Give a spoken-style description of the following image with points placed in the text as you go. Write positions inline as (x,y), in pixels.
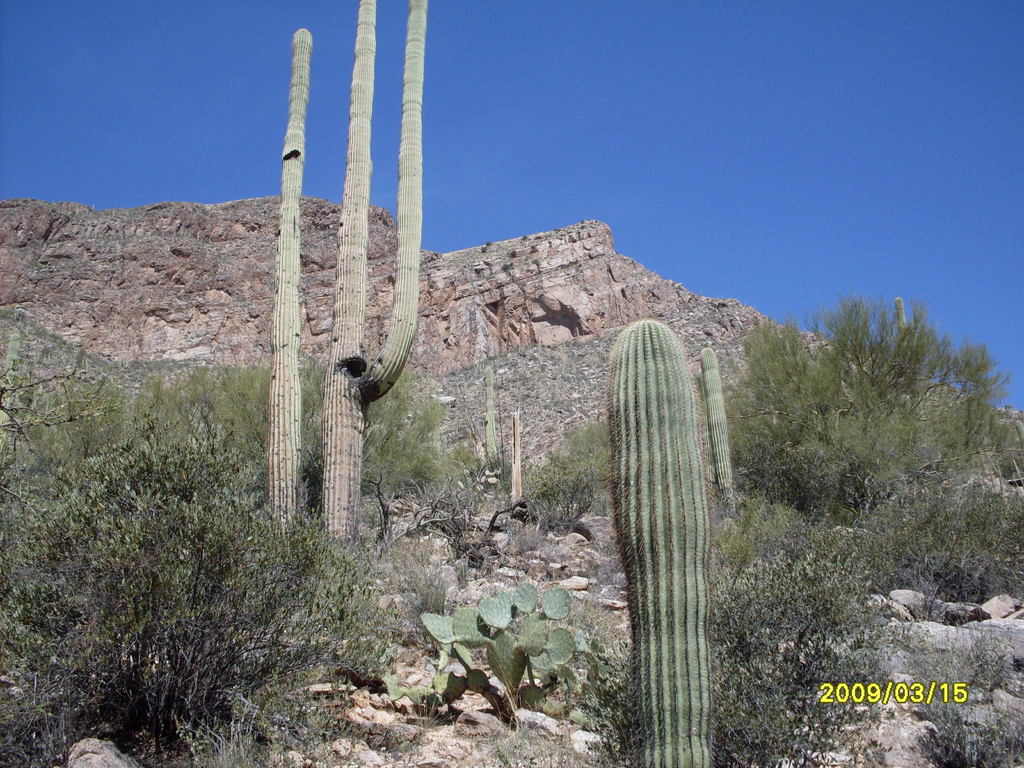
In this picture there is a hill (507,332) and there are plants (224,595). At the top (718,163) there is sky (624,163). At the bottom right (947,704) there are numbers (965,702).
